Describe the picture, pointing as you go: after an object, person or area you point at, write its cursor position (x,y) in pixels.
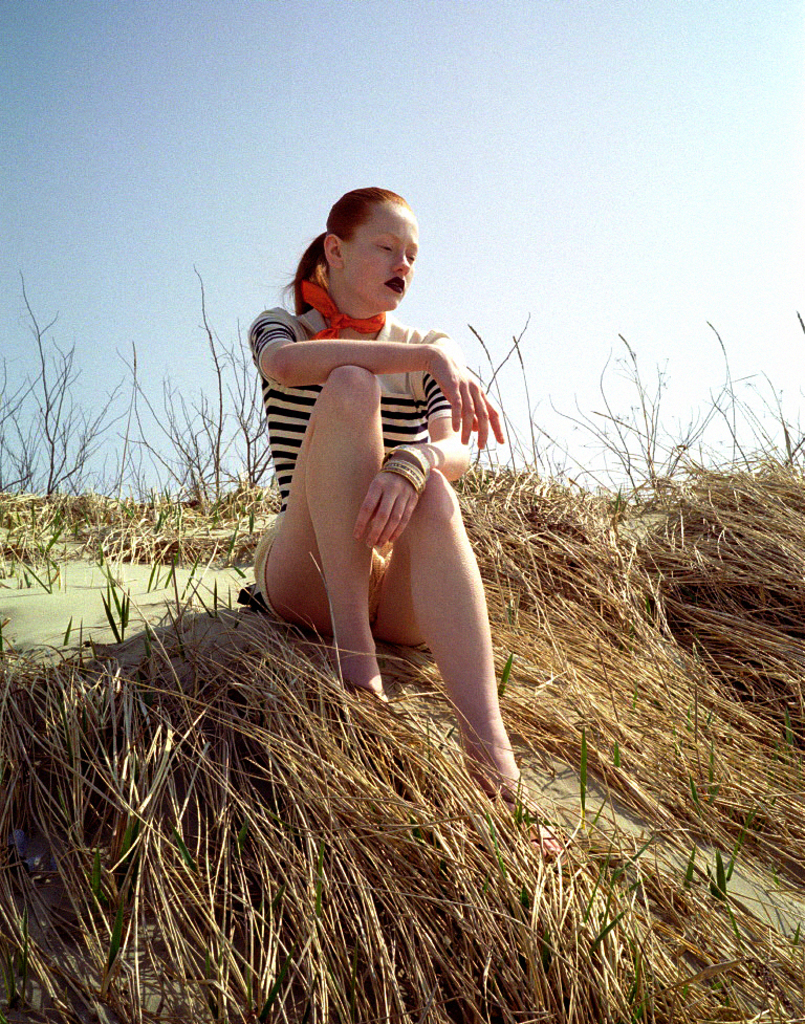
In the center of the image (384,501), we can see a lady (362,499) sitting on the grass (507,701) and at the top (447,119), there is sky (439,156).
